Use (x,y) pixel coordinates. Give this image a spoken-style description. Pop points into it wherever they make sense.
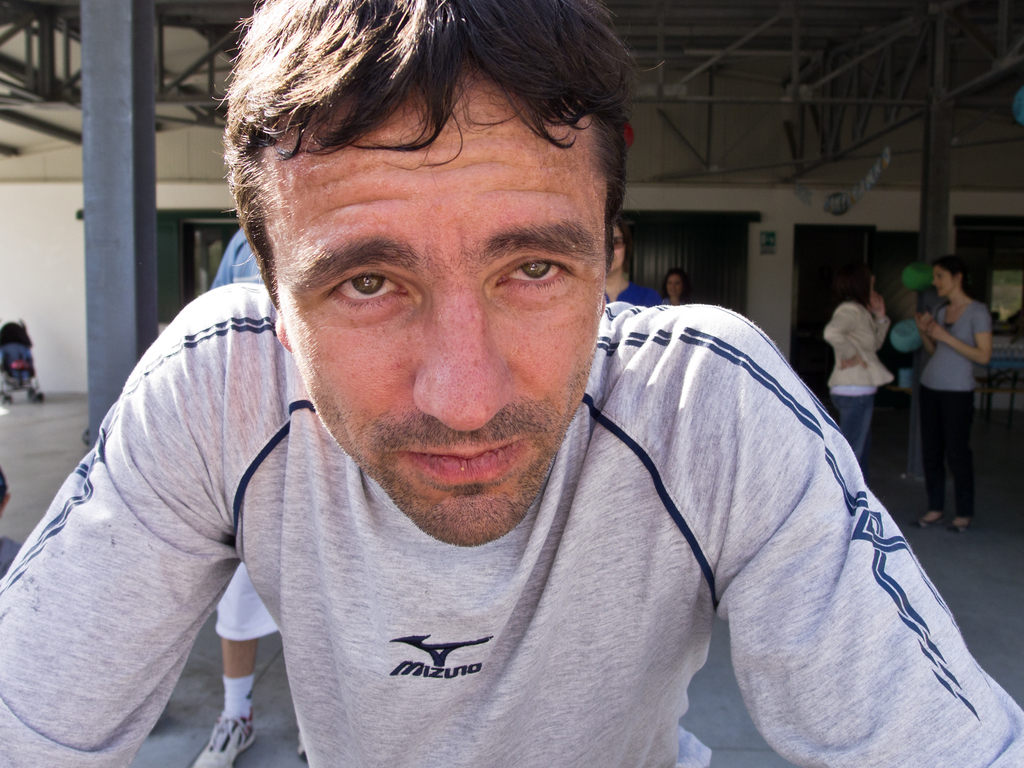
In this image, we can see a person (538,504) is watching. Background (84,207) we can see walls (43,302), pillars (90,339), balloons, stroller (11,353), few people (986,343) and some objects (1022,355). Top of the image (889,101), we can see rods (874,91).
